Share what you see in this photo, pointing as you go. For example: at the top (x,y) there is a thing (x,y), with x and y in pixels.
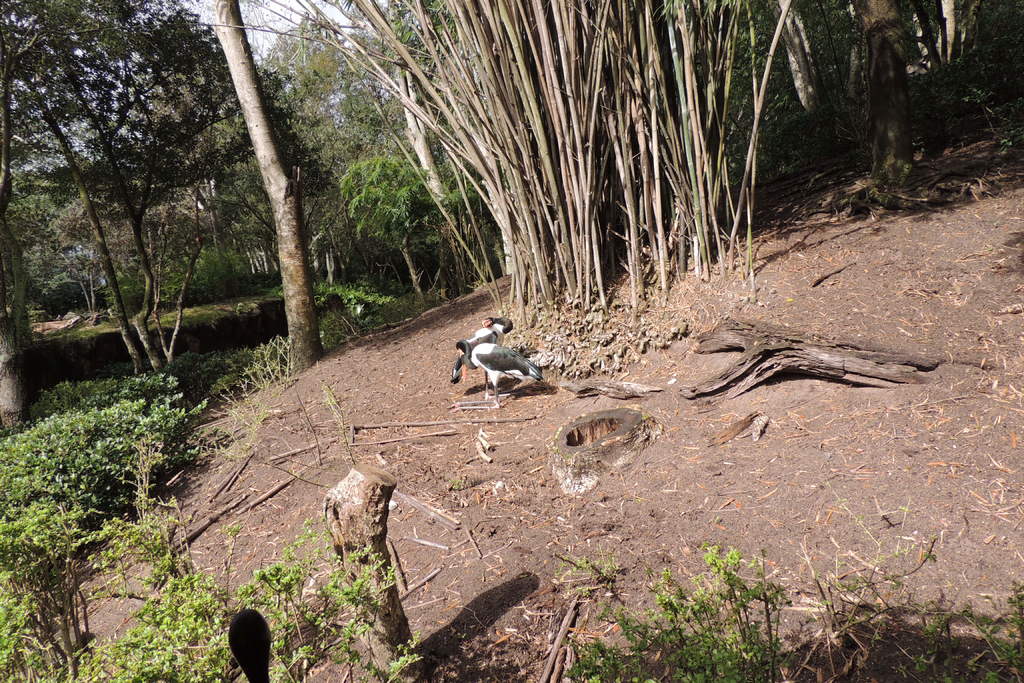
In this image I can see two birds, they are in white and gray color. Background (166,172) I can see plants (558,269) and trees (504,126) in green color and the sky (277,20) is in white color.
